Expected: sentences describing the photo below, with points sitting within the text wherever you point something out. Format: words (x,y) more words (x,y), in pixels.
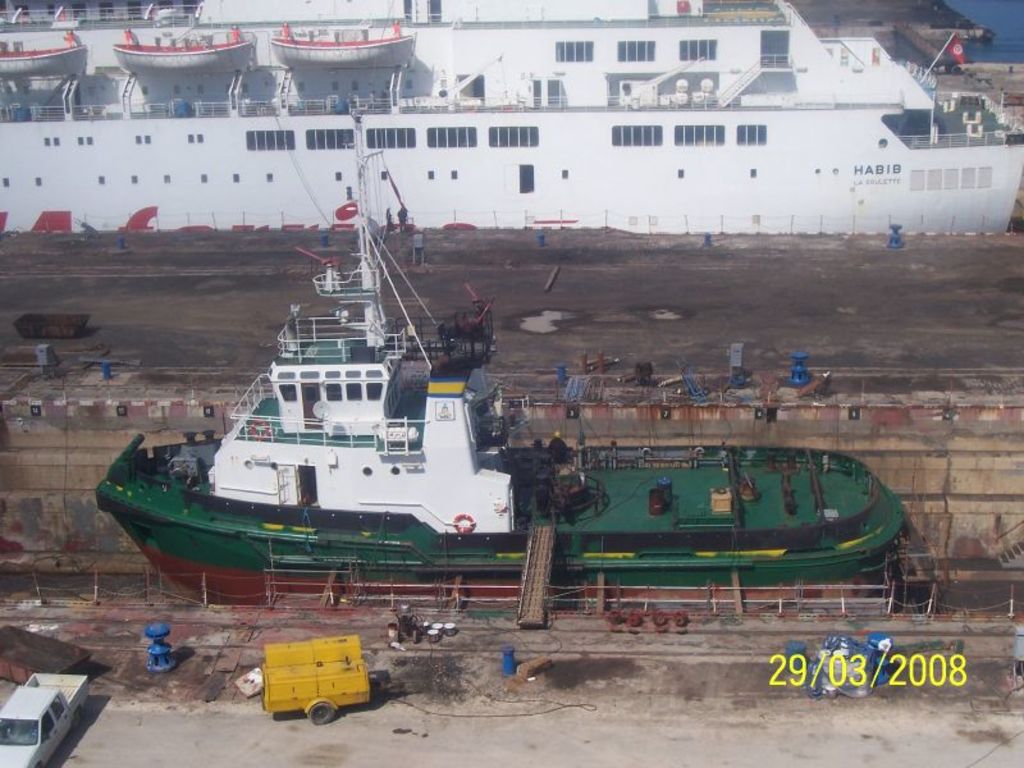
In this image there is the road (640,633), there is a ship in a dry dock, there are vehicles (316,670) on the road (665,697), there are vehicles (65,711) truncated towards the left of the image (50,712), there are objects (676,378) on the ground (782,275), there is water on the ground (671,315), there is a ship (704,134) truncated towards the top of the image (554,133), there are numbers (869,678), there is text (874,179) on the ship (889,167).
